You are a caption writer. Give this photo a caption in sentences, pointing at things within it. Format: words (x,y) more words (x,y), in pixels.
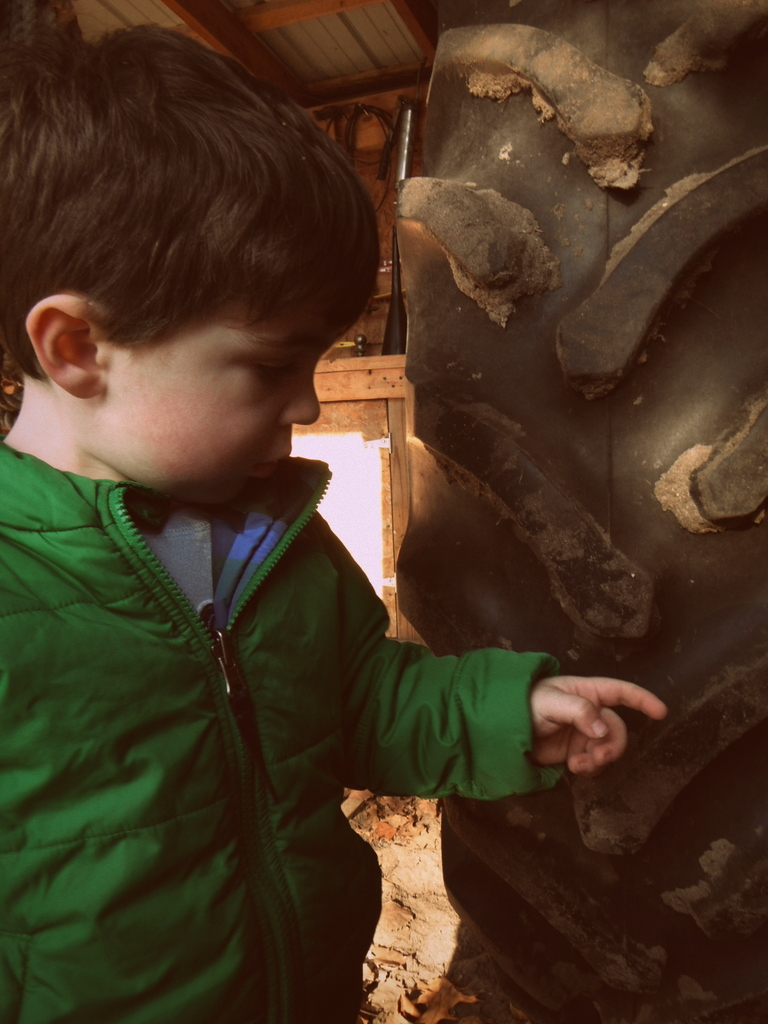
In this picture I can see a boy (321,499) in front (125,100) and I see that he is wearing green color jacket (216,714) and I can see the tire (561,299) on the right side of this picture (586,445).
